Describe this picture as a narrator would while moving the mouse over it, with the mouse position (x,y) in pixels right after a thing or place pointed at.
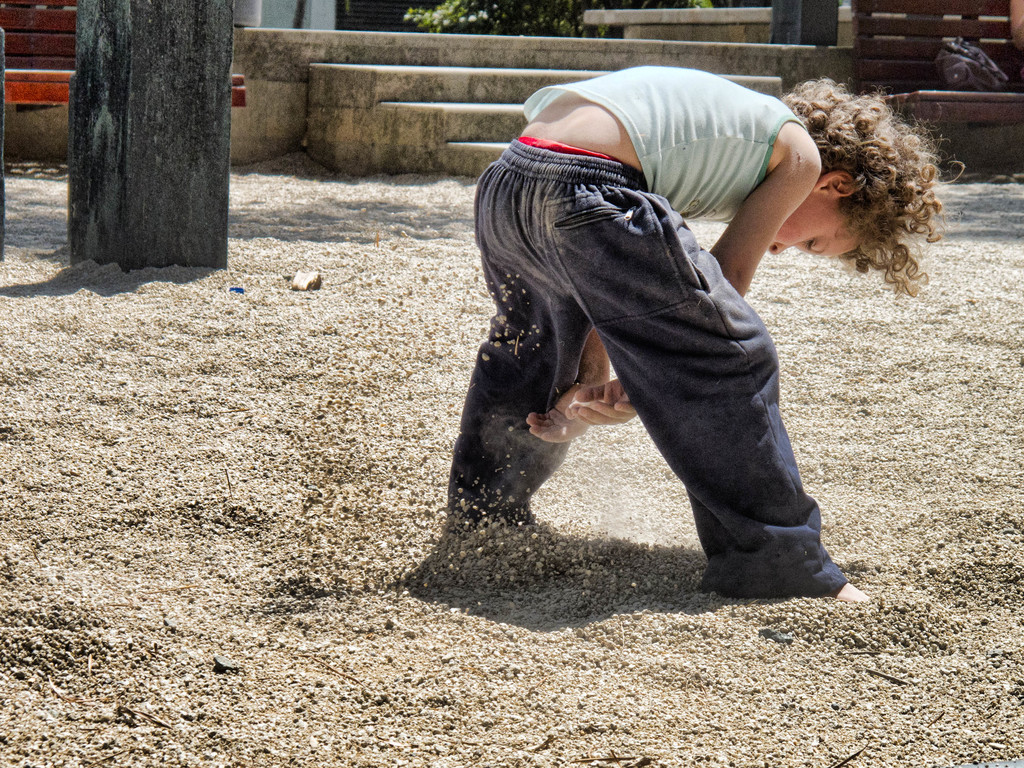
In this image there is a boy (635,314) visible in the foreground (492,345), at the top (521,84) there are benches (21,87), steps (489,42), on the bench (980,107) may be there is a bag (972,67) kept on it, visible in the top right (966,46), a branch (453,29) of plant (494,3) visible, there is a pillar (121,91) visible in the top left (86,39).
